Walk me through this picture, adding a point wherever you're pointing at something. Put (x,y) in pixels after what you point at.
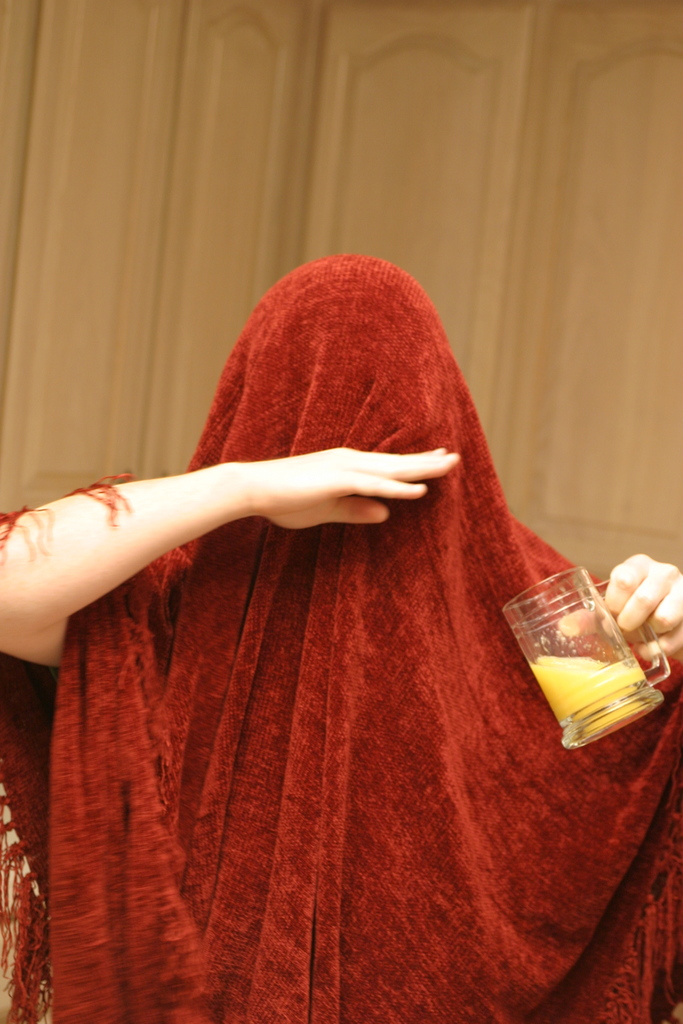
In this image there is a person (420,513) standing with a scarf (270,635) on him holding a glass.
